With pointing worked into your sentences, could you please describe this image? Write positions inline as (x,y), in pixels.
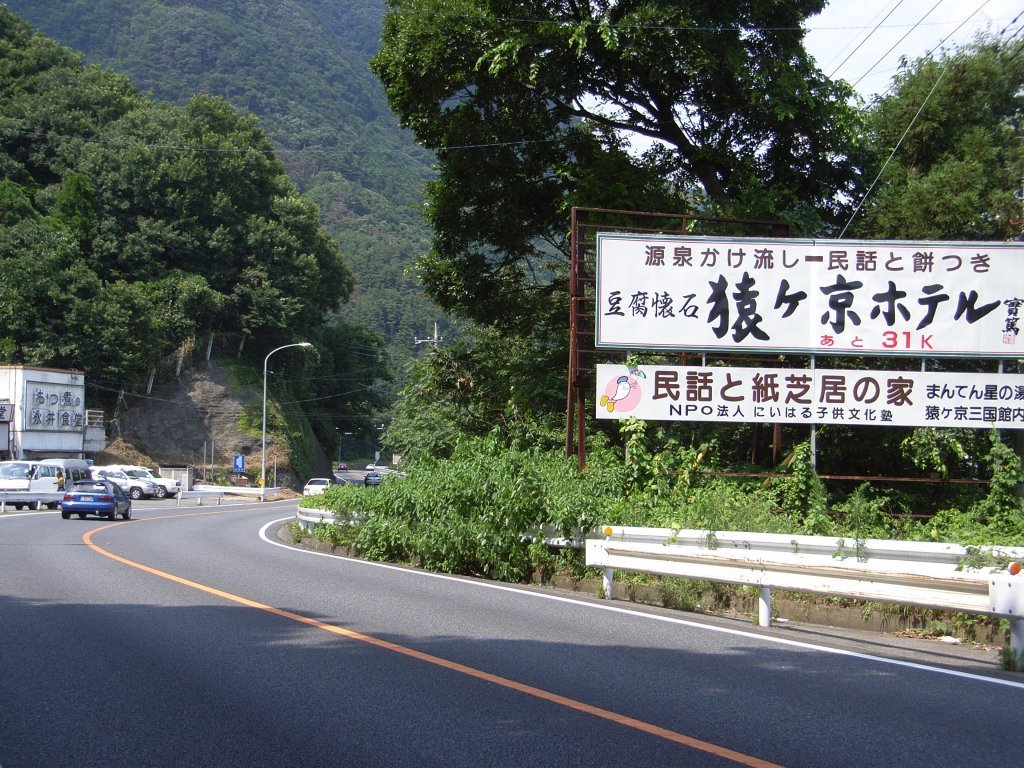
In this image I can see number of vehicles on roads (188,525). I can also see orange and white colour lines (106,557) on this road (383,697). In the background (134,44) I can see number of trees (354,350), wires (841,66), a street light (296,344), few poles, few white colour boards (830,403) and on these boards (997,278) I can see something is written.
